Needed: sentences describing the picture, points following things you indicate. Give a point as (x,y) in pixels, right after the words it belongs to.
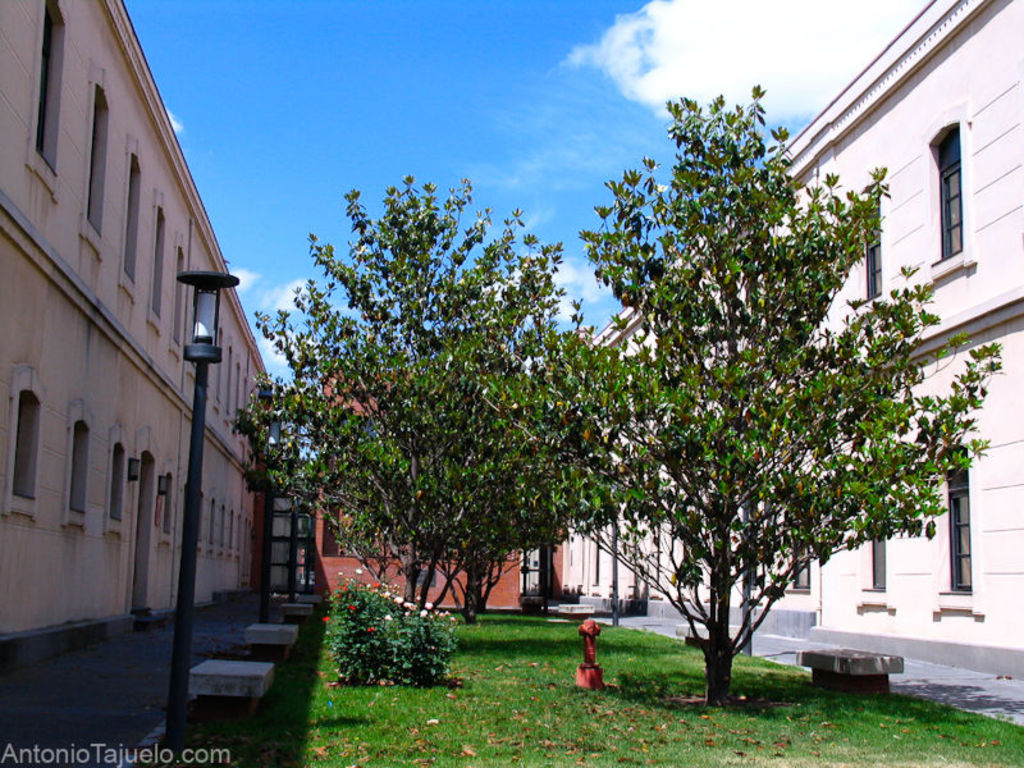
In this picture we can see buildings (92,331), at the bottom (590,699) there is grass (600,719), we can see trees (698,499) and a flower plant (416,641) in the middle (428,443), on the left side (205,335) there are poles (267,515) and lights (205,335), we can see the sky (536,80) at the top of the picture (586,52).
